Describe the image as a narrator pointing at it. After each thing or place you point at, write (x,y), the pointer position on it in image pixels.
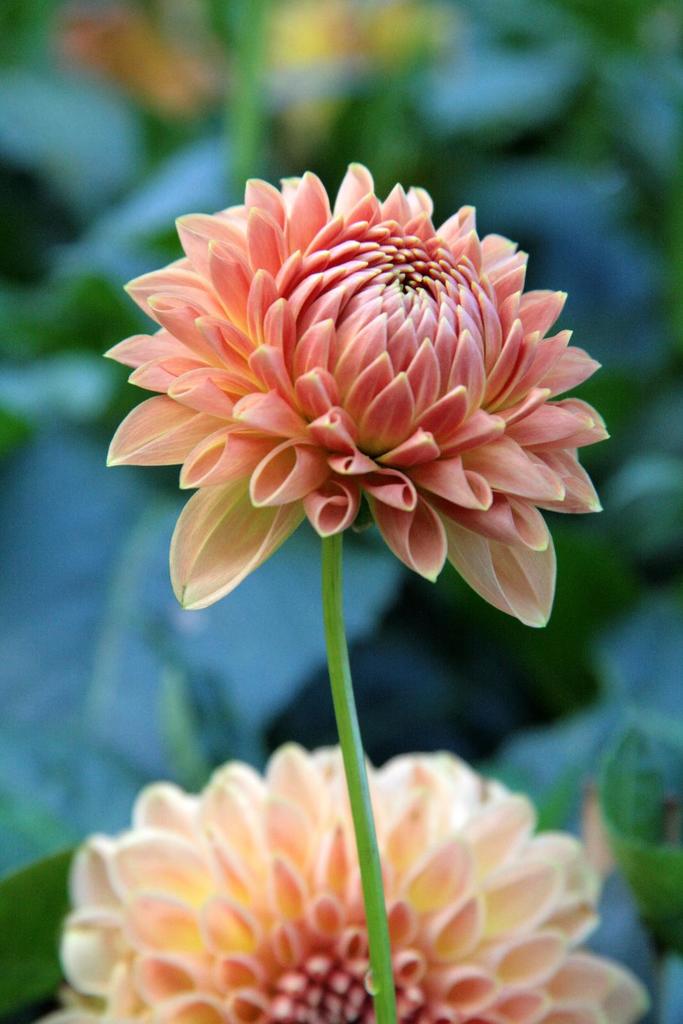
This picture seems to be clicked outside. In the foreground (337,823) we can see the two flowers (337,816) and a stem (343,639). The background of the image (260,659) is very blurry and I can see the leaves (662,441) and a plant (107,202).
